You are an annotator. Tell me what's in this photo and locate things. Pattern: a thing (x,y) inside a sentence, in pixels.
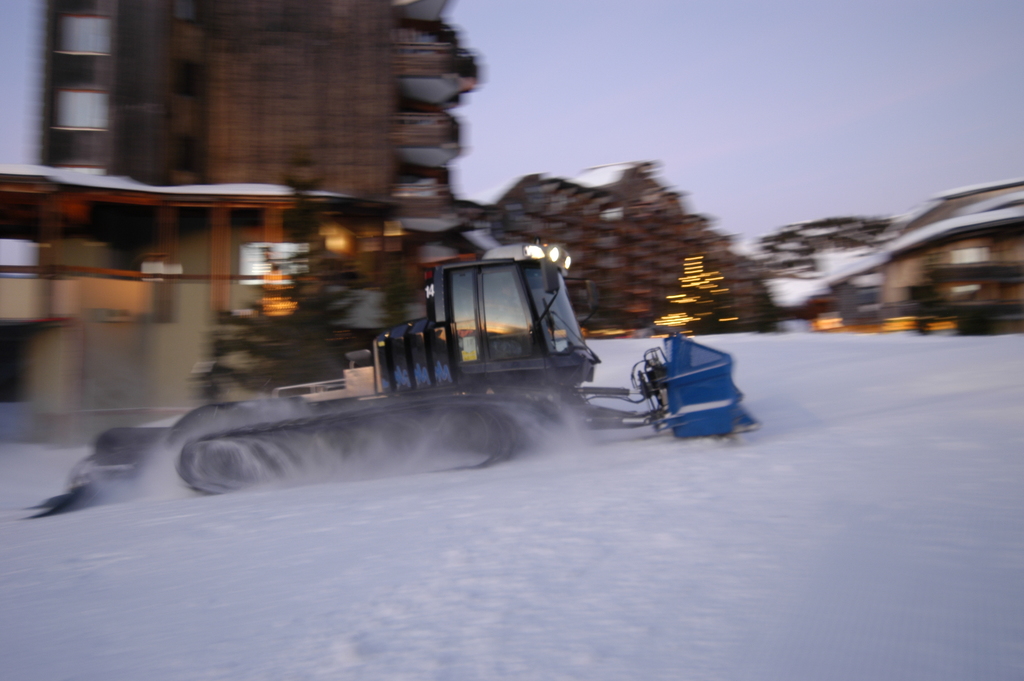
In this image I can see the vehicle (500,451) on the snow (591,574). In the background (366,305) I can see many buildings (676,277), lights (695,269) and the sky (521,150). But the background (577,230) is blurry.
